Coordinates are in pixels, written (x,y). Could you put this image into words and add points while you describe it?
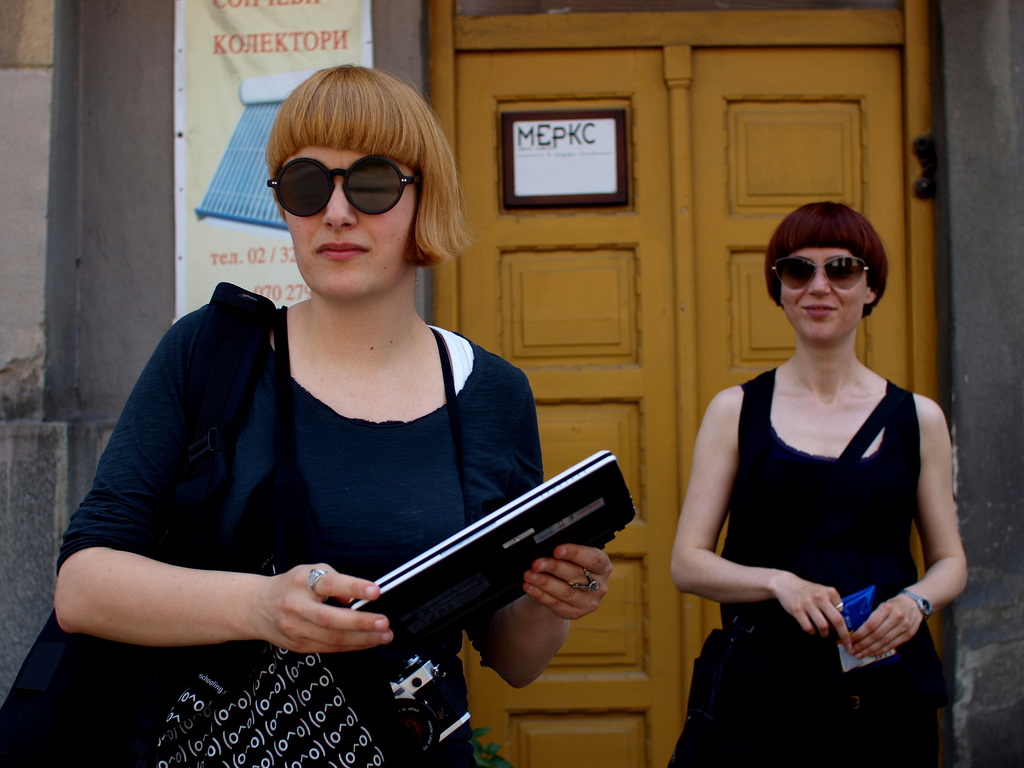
In the picture I can see two women (420,520) are standing and holding some objects (491,544) in hands (557,588). These two women (597,556) are wearing dark color clothes (380,442) and shades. In the background (233,77) I can see a banner (249,80) which has something written on it and a wall (1012,123).
